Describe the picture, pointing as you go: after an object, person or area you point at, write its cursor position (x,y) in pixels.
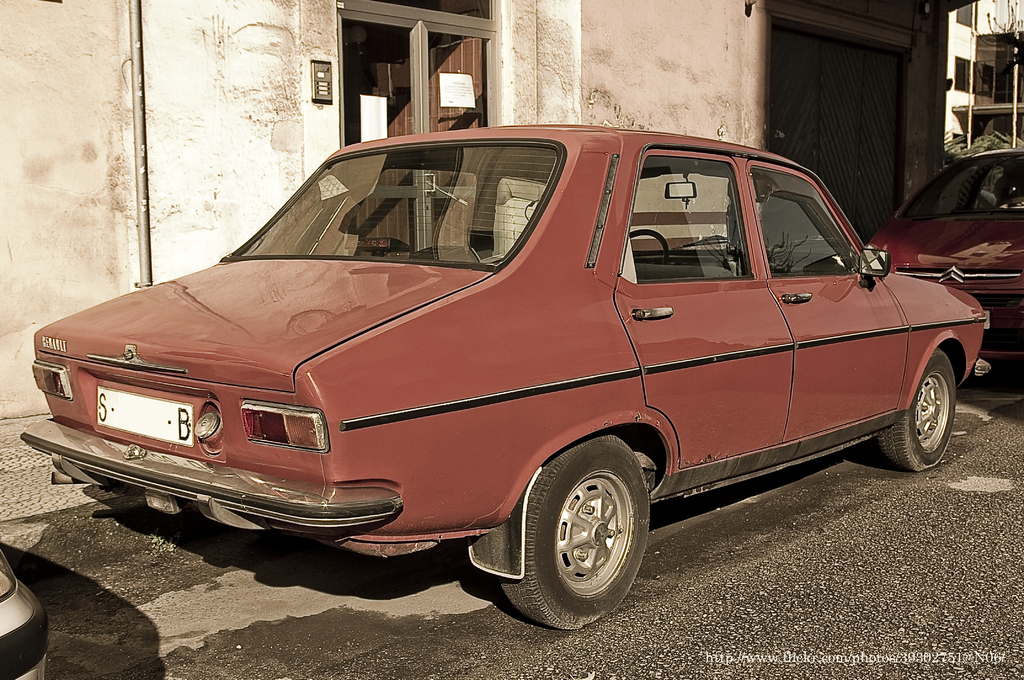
In this picture I can see 3 cars (608,250) on the road (969,436) and in the background (54,222) I can see few buildings (608,61). On the right bottom of this picture (772,663) I can see the watermark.
